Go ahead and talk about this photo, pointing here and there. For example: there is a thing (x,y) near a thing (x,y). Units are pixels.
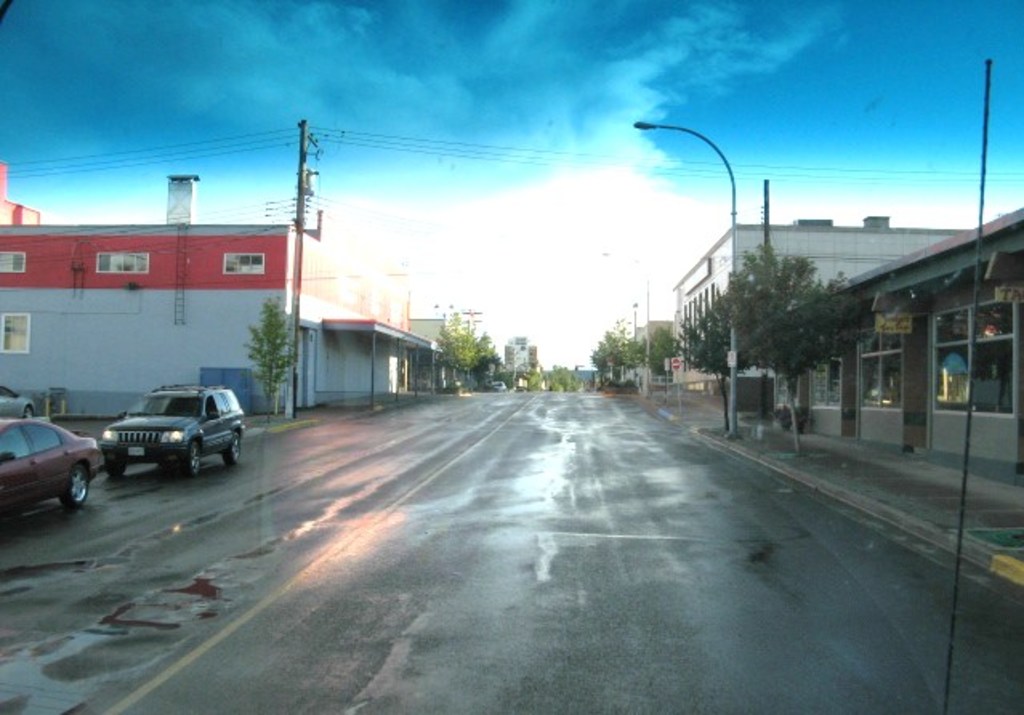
In this image there are vehicles (10,499) on the road (232,466). Left side (303,216) there is a pole (303,150) connected with the wires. Right side (737,237) there are street lights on the pavement (885,449). Background (474,355) there are trees (475,368) and buildings (945,340). Top of the image (705,87) there is sky (705,87).
